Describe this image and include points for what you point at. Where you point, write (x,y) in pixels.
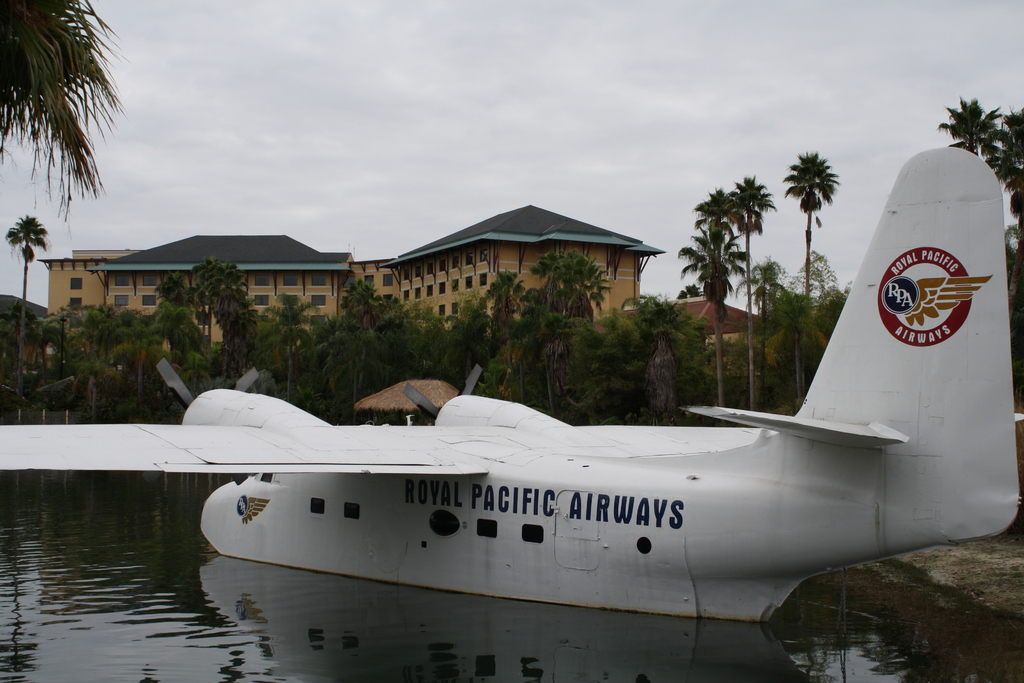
This image consists of a plane (327,496) in the water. The plane (731,485) is in white color. At the bottom (257,642), there is water (184,506). In the background (349,269), there is a building (728,337) along with trees (605,377) and plants (757,335). To the top (525,104), there are clouds (472,115) in the sky (435,123).
